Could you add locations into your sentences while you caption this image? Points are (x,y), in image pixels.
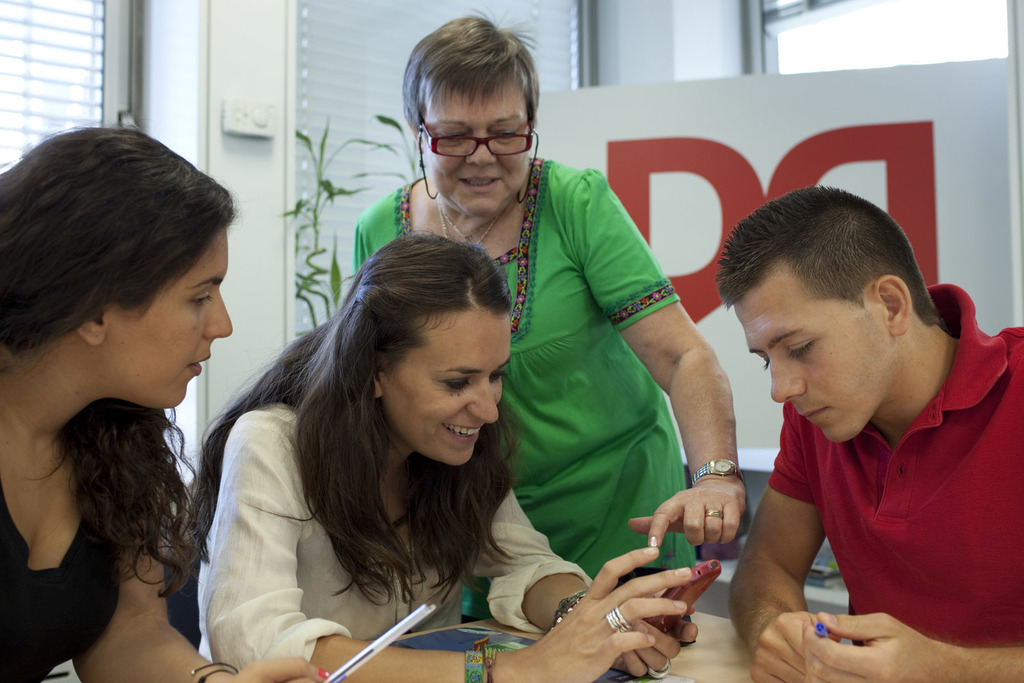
In this picture we can observe four members (579,318). Three of them were women (617,560) and one of them was a man (873,487) wearing red color T shirt (903,533). Two women (158,496) were sitting and the other was standing, wearing green color dress (559,315). In the background (314,196) we can observe plants (334,191) and a window (333,134).
